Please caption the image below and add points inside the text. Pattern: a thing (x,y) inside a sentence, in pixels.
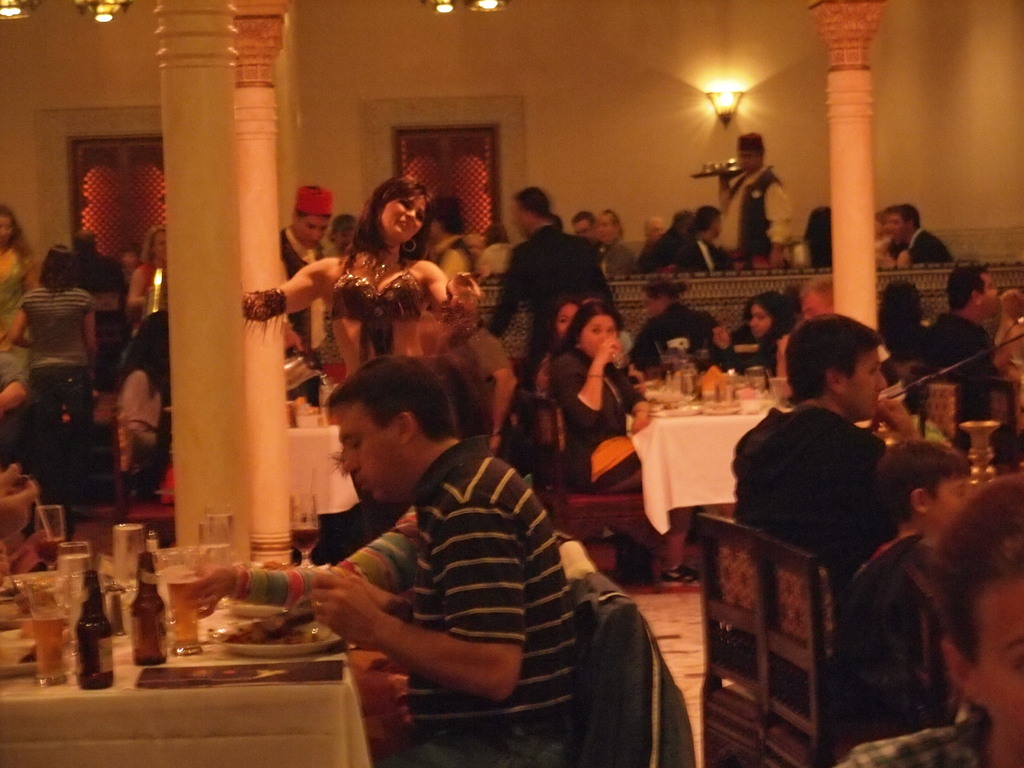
In this image, we can see group of peoples (841,333) are sat on the chairs (734,618). There are so many tables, few items (165,672) are placed on it. Few are eating, few are drinking some liquid (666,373). In the middle (404,329), woman (396,319) is dancing, few people (533,219) are standing here. In this image, we can see pillars (222,187), windows (481,172), lights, wall (401,74).
